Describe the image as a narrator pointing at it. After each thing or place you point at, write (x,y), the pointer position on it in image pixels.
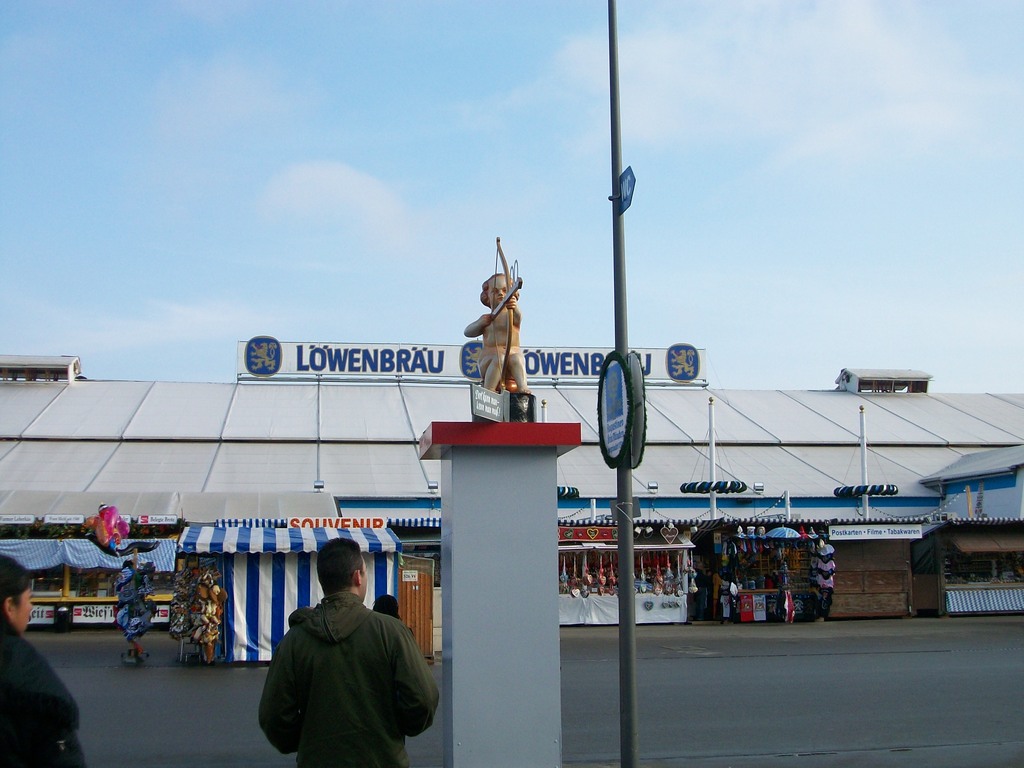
In this image at front (463,466) there is a statue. Beside the statue (453,504) there is a direction pole (634,678). On the left side of the image (302,647) there are two persons (15,616). At the center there is a road (158,637). On the backside (303,559) there are some shopping stalls (381,542). In the background (668,263) there is sky (275,115).
